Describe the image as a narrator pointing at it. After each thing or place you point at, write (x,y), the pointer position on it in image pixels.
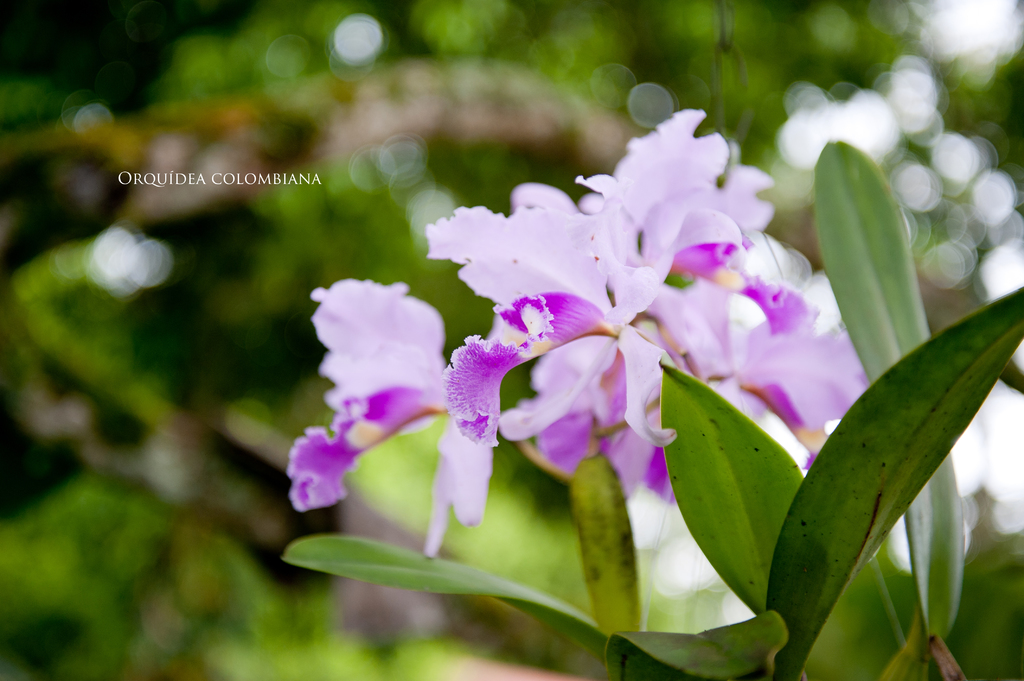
In this image I can see flowers (593,417) to the plant (790,583).
